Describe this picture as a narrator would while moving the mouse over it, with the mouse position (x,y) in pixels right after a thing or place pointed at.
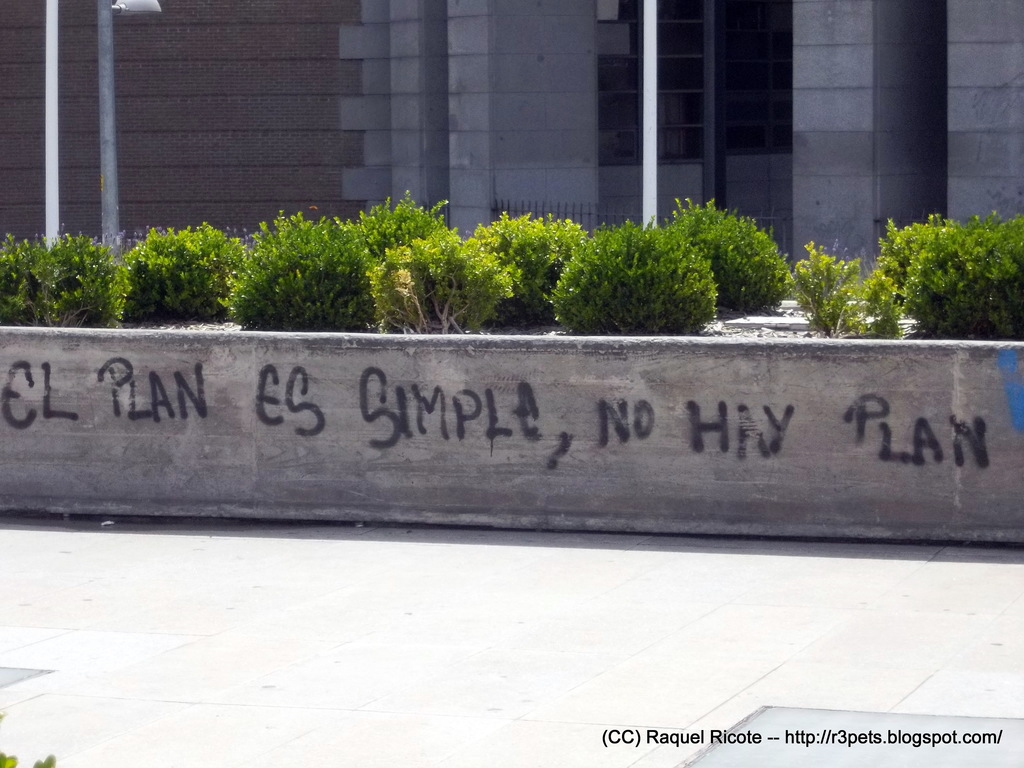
In this picture there is a building (1019,151). In the foreground (907,314) there are plants (963,306) and there are poles (649,55). There is a text (684,447) on the wall (703,452). At the bottom right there is a text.
